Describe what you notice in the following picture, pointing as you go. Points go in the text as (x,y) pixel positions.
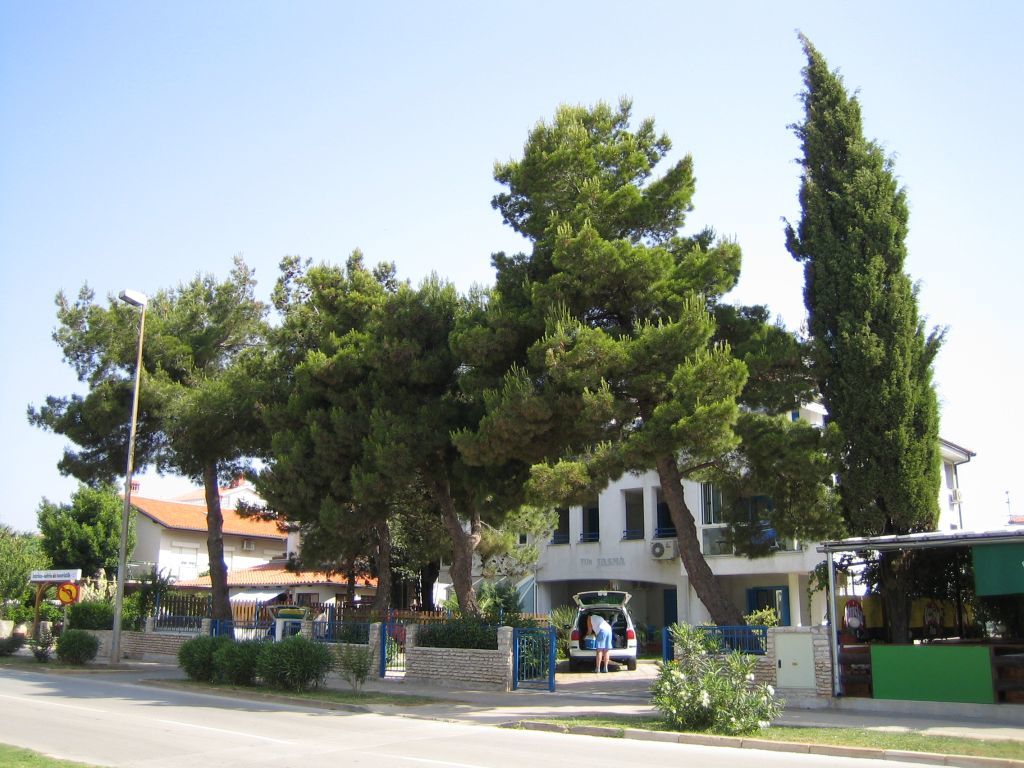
In this image I can see a road (291,752) in the front (303,738). In the background (90,623) I can see number of plants (223,643), few iron gates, few buildings (568,585), number of trees (545,469), a car (622,592), the sky (968,157) and I can also see one person (601,635) near the car (572,651). On the left side of the image (59,569) I can see a white colour board (65,580), a pole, a street light (137,375) and on the board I can see something is written.
